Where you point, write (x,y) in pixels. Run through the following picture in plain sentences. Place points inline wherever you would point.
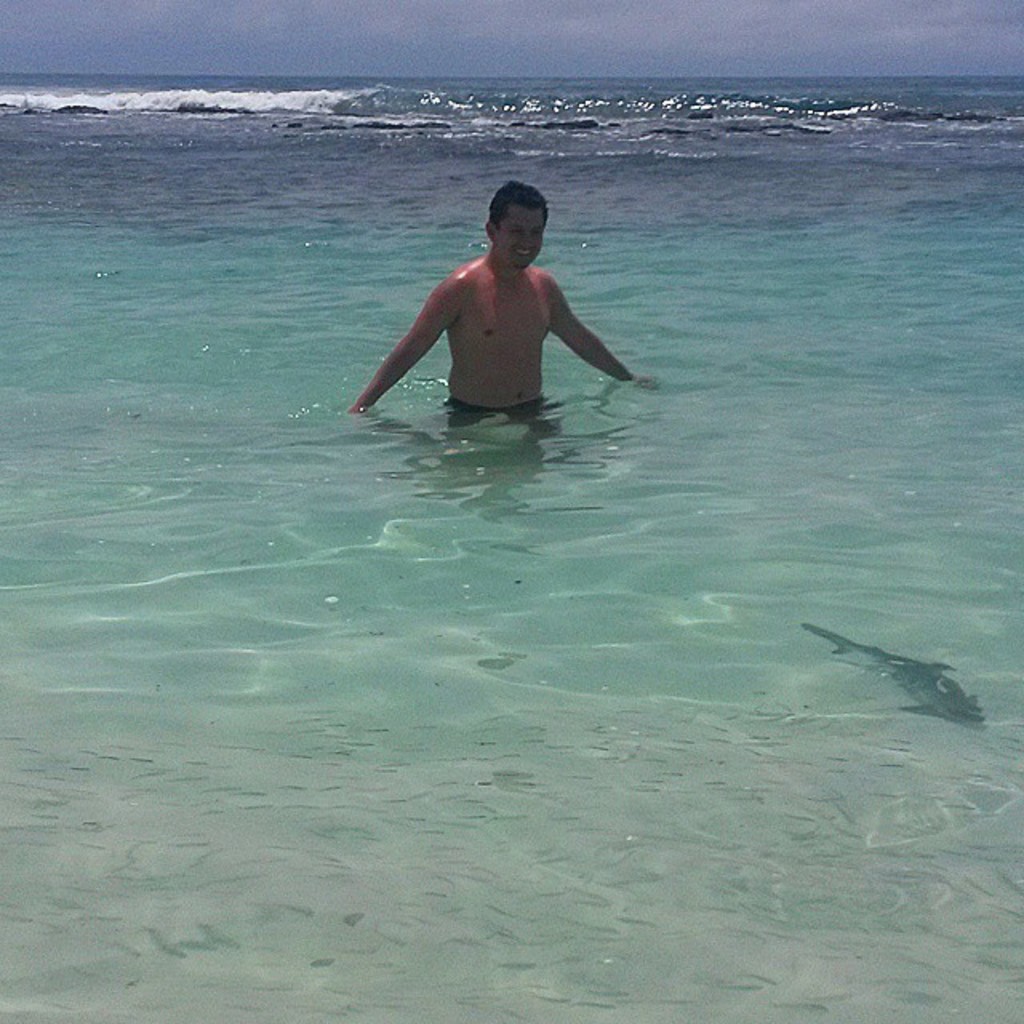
In this image, we can see water (759,682) there is a man (460,363) standing in the water (574,463), at the top (540,69) there is a sky (521,72).
